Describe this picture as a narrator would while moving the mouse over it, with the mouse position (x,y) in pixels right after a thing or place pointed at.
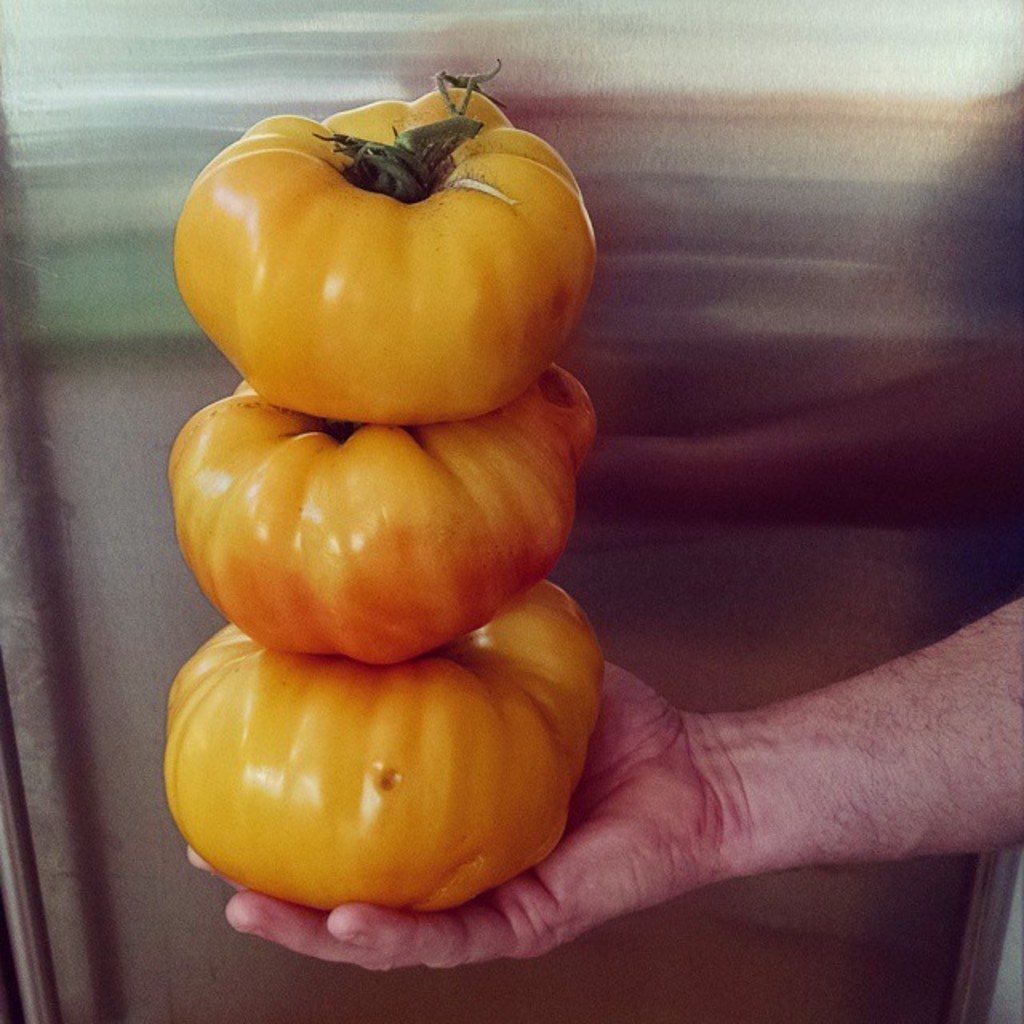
In this image, we can see the hand (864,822) of a person (612,920) holding yellow color objects (262,511).
